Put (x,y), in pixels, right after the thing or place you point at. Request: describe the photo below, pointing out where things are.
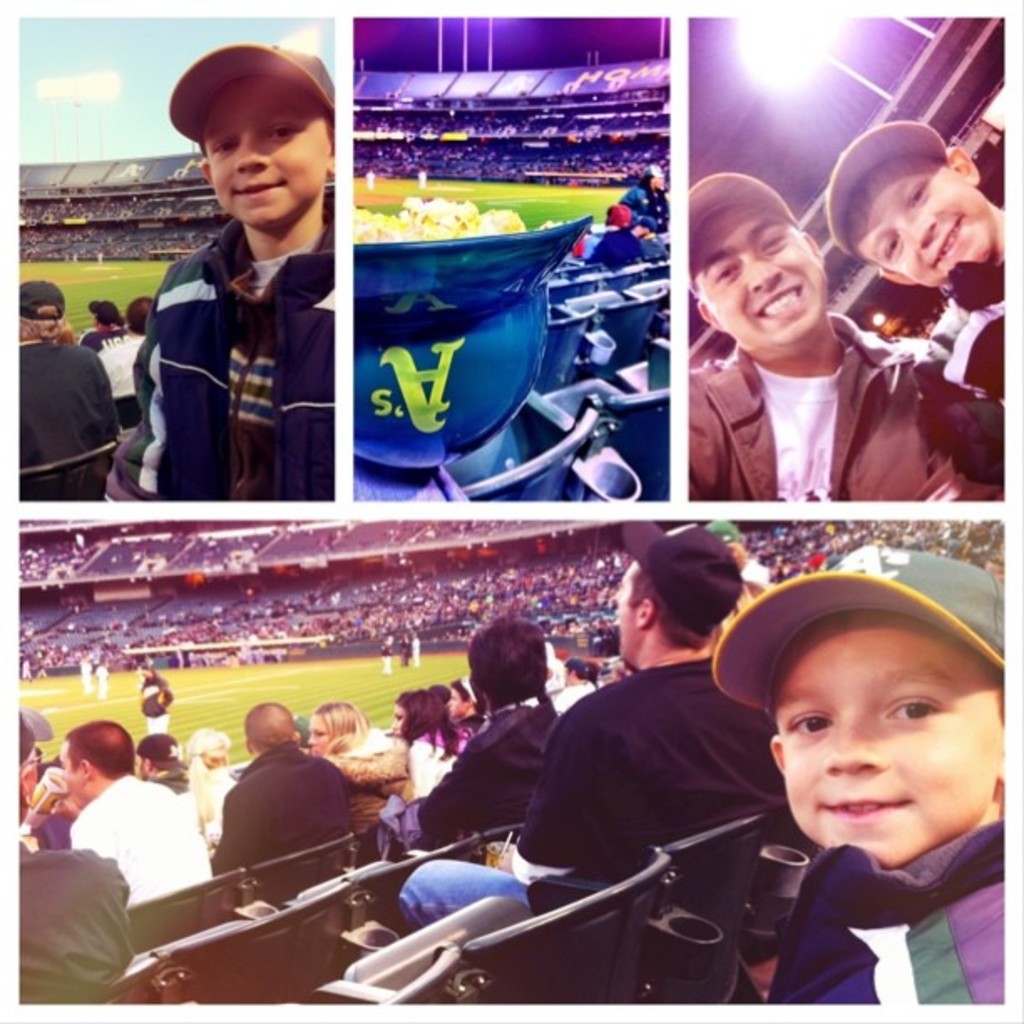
This is a collage picture. In this picture we can see the stadium (567,118), people (46,291), chairs (429,978), sky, lights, poles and few objects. We can see a boy (256,156) and a man (790,413) wearing a cap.
